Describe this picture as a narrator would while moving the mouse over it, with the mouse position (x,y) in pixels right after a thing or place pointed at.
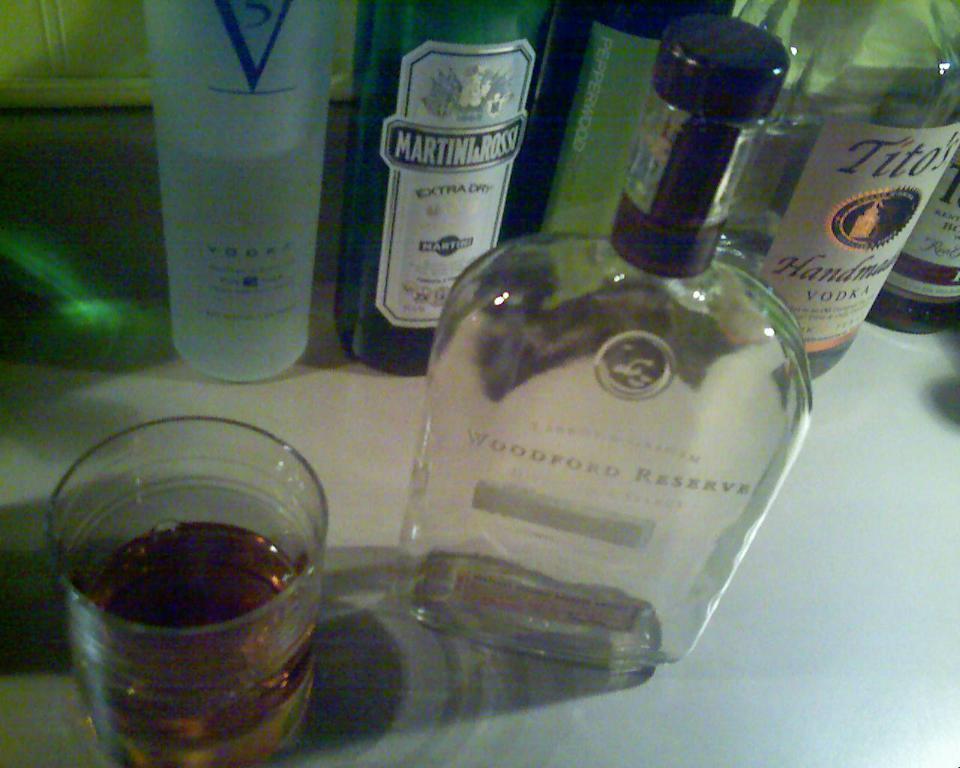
In this picture we have a table (401,395) on the table (388,552) different types of Bottles (641,346) And glass (217,591) filled with liquid (203,626) are been placed.
